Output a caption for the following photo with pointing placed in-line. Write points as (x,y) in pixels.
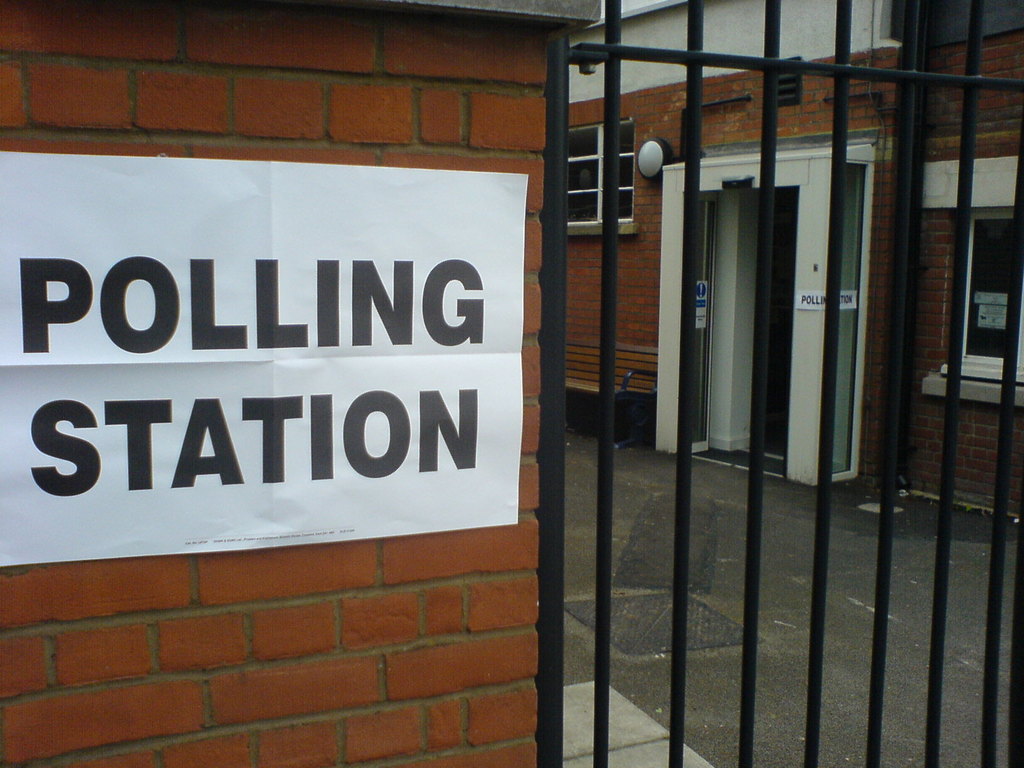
In this picture I can observe a white color paper (193,244) stuck on the wall (240,629) on the left side (334,524). There is some text (39,343) on the paper (210,314). On the right side (909,192) there is a black color gate (672,741). In the background (876,184) I can observe a building (672,210).
